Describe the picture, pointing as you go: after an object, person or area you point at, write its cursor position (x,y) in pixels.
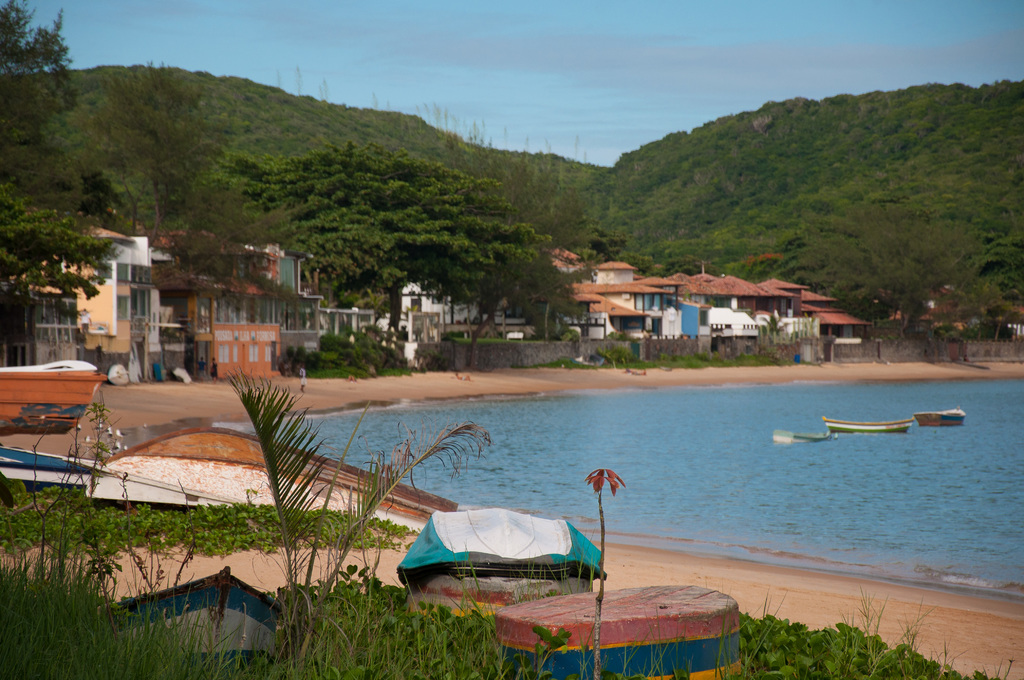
In this image we can see sky (527,76) with clouds (841,63), buildings (588,325), walls (530,358), bushes (305,357), sand (193,405), boats (234,484) on the seashore (798,608) and boats (850,427) on the water (857,476).
